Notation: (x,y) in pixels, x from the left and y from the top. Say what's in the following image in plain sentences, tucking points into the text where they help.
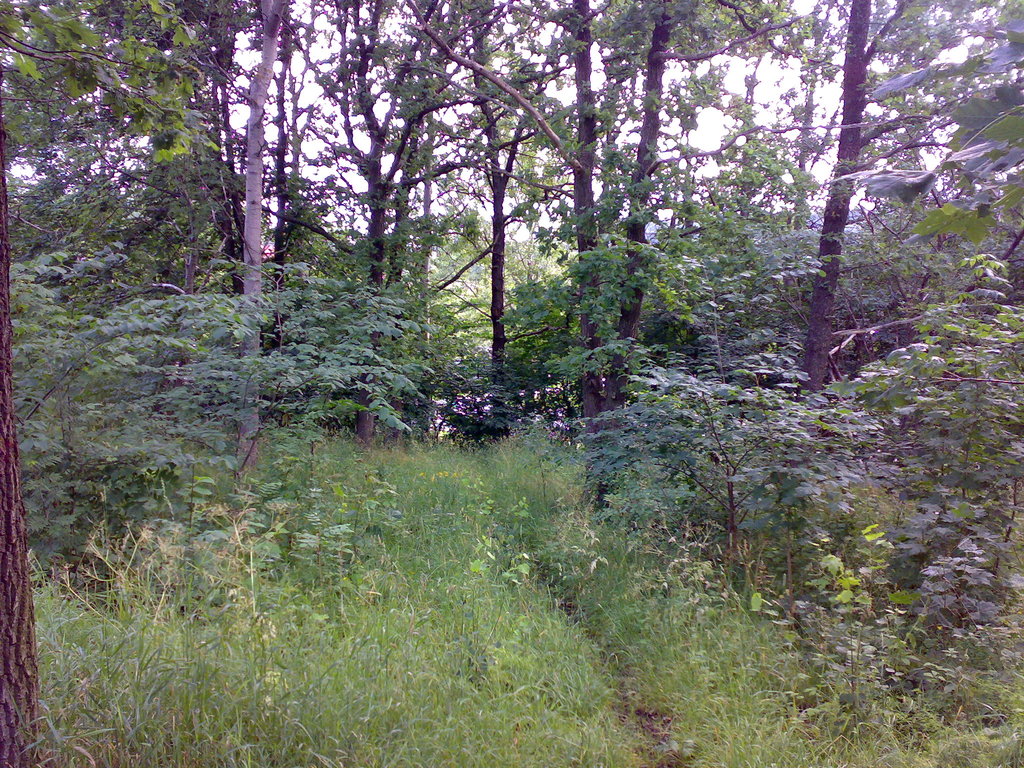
This is the picture of a forest (727,312). In this image there are trees (620,313). At the top (749,64) there is sky (762,74). At the bottom (751,708) there is grass (813,725).
